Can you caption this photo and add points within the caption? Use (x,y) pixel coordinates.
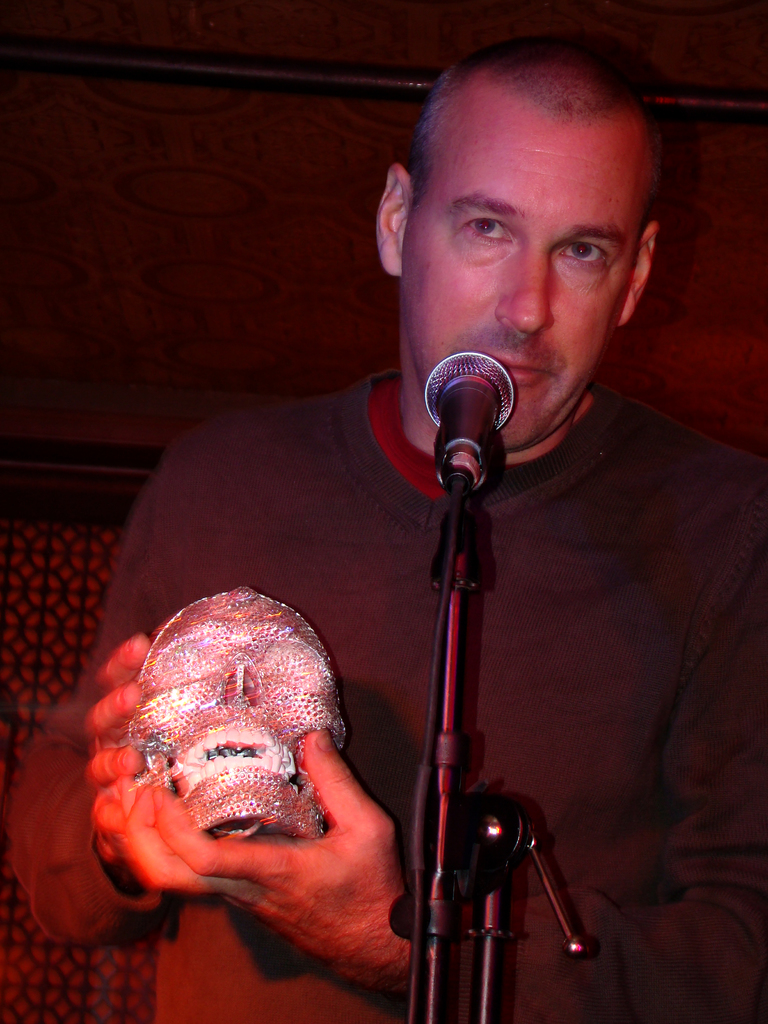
In this picture there is a man (421,458) in the center of the image (502,494), by holding a skull (242,635) in his hands (383,891) and there is a mic (443,464) in front of him, it seems to be there is a window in the background area of the image (12,597).
